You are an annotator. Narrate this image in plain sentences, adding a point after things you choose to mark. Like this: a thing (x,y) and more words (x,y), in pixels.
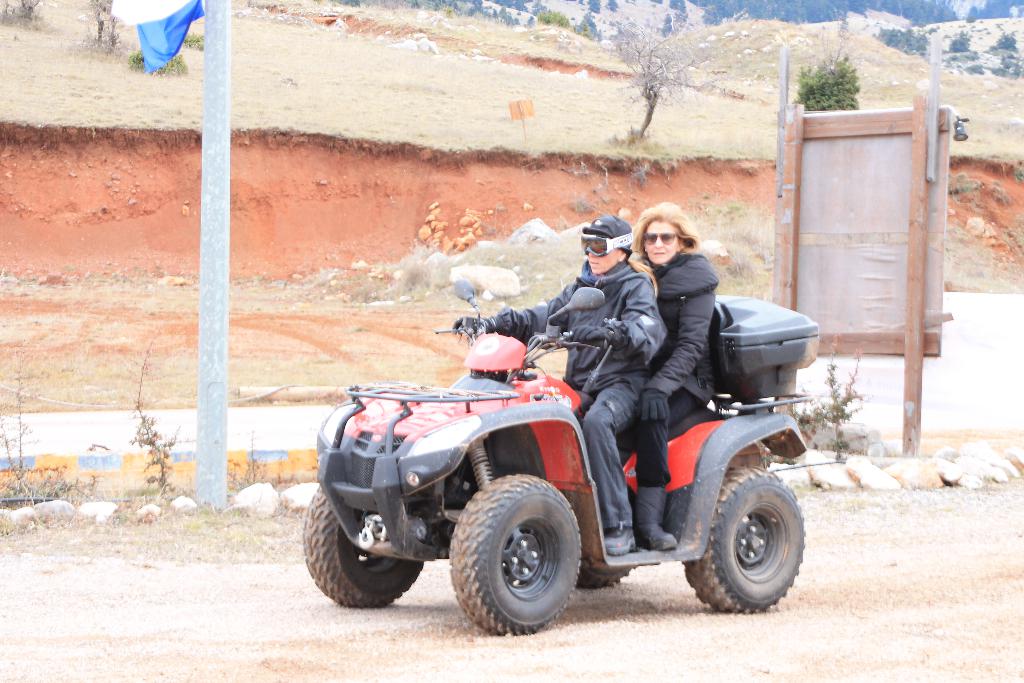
In the image we can see two women (609,373) wearing clothes (604,365), gloves (648,396), shoes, goggles (593,246) and they are sitting in the vehicle (561,378). Here we can see pole (205,145), grass (436,138), hills (561,135), plant (842,68) and board (850,230). There are even plants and sand (842,622).
